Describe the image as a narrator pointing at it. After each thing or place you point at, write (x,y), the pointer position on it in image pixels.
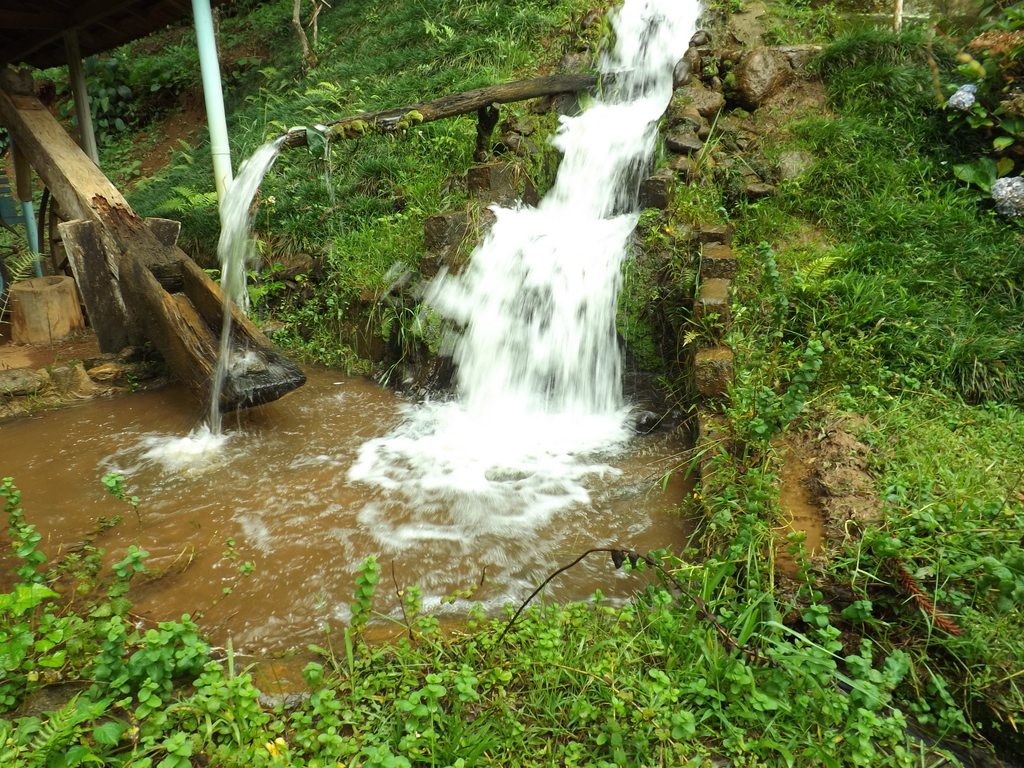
In this picture, we see the waterfalls (566,163). At the bottom of the picture (622,666), we see the grass (720,695) and the herbs (760,673). On the left side (199,383), we see the wooden things (159,307). In the background (514,61), there are trees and grass (417,49).
